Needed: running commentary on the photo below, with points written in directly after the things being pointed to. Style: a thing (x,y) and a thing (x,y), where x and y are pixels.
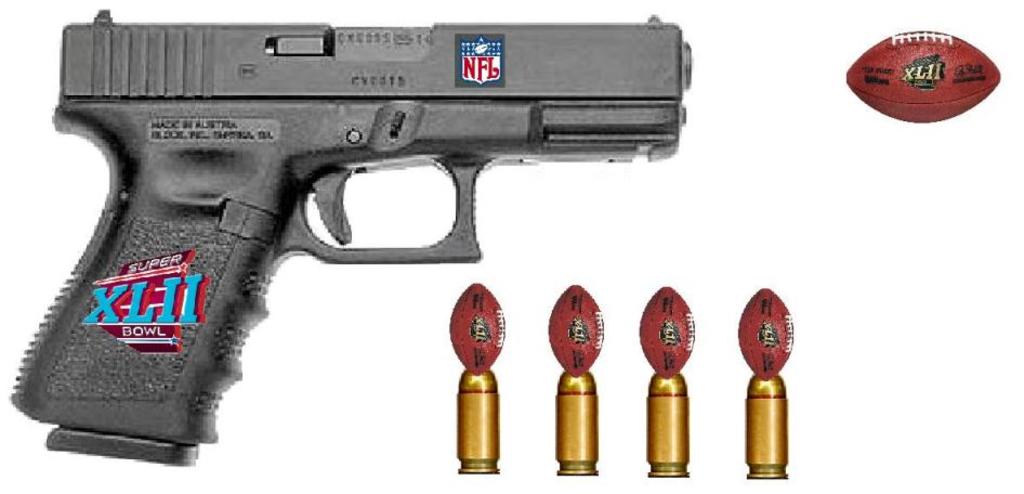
In this picture there is a gun (487,71) and there are stickers (137,331) on the gun (204,219) and there is a text (201,127) on the gun (423,146) and there are bullets (661,407) and there are balls (493,339) on the bullets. On the right side of the image (977,64) there is a ball (920,86) and there is a text (912,67) on the ball (930,67).
